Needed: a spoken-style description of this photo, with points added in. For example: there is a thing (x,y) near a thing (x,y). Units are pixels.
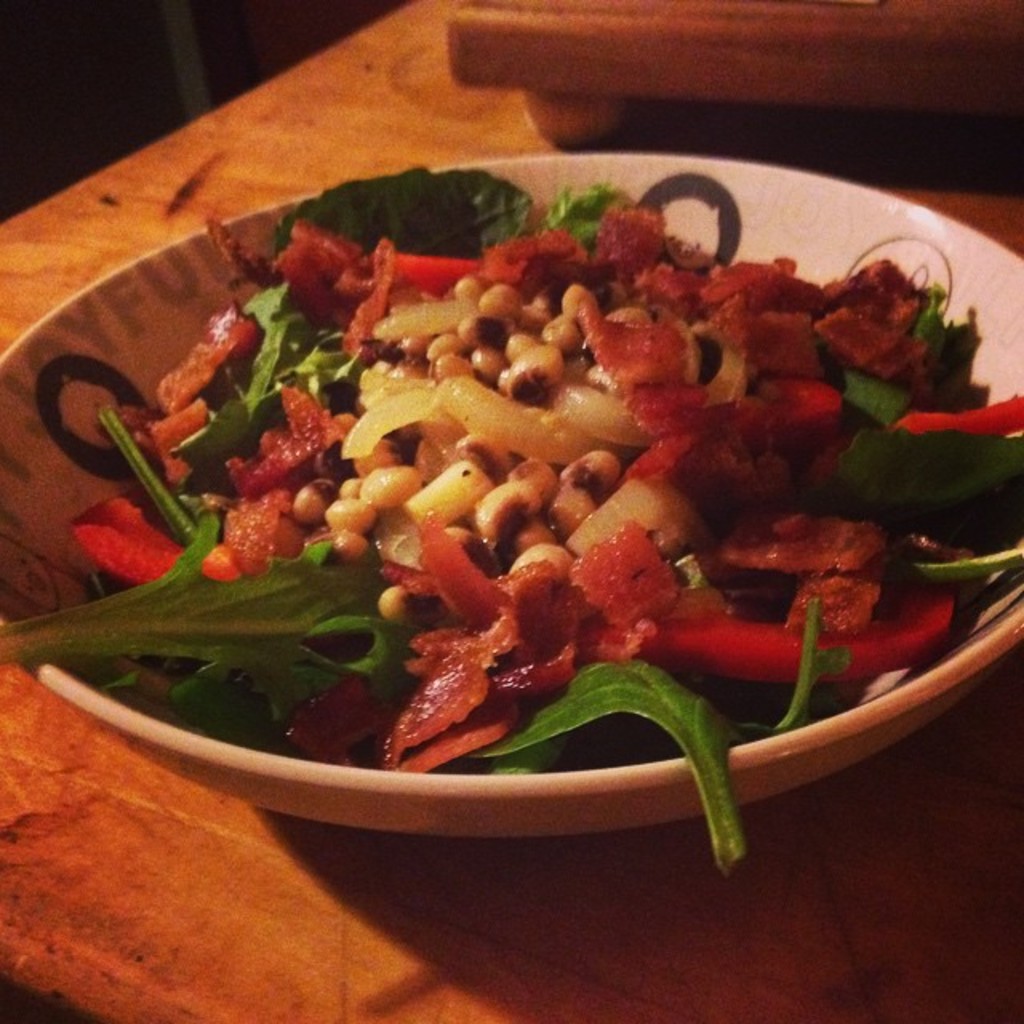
In the picture we can see a wooden table (832,801) on it, we can see a bowl (977,641) with a food item (547,575) and some vegetable garnish (821,419) on it.
